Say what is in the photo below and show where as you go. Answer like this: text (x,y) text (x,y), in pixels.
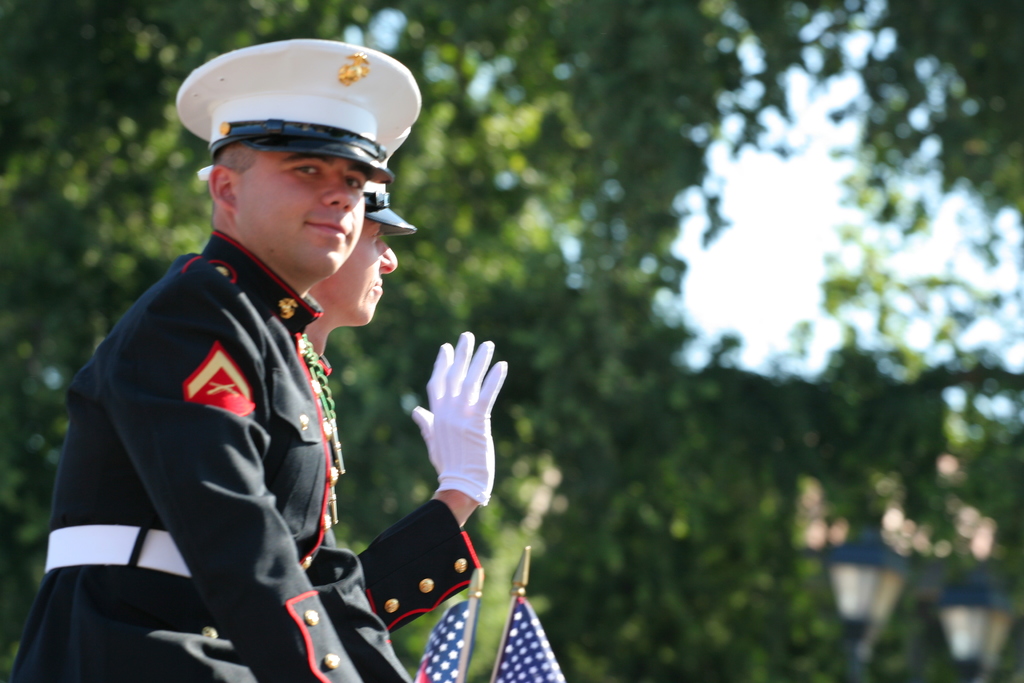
In this image, we can see two people (303,349) standing, there are some green trees (240,7), we can see two flags (551,657) and two lights (860,596), we can see the sky (767,303).
